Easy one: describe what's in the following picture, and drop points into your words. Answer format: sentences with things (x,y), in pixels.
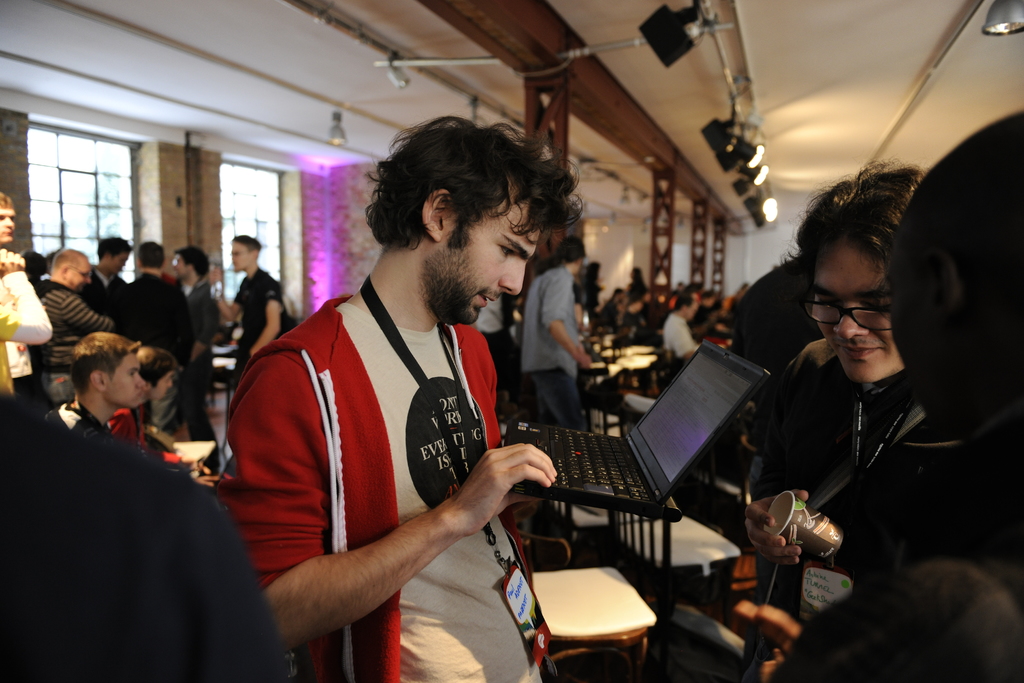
In the center of the image (482,438) there is a person (448,423) wearing red color jacket (318,349) and holding a laptop (596,445). To the right side of the image (808,453) there are people (891,182) standing. At the top of the image (411,31) there is ceiling (703,47) with lights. There are rods (549,114). To the left side of the image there is a glass window (274,178). In the background of the image (614,246) there is wall (740,249). There are chairs (648,530).
